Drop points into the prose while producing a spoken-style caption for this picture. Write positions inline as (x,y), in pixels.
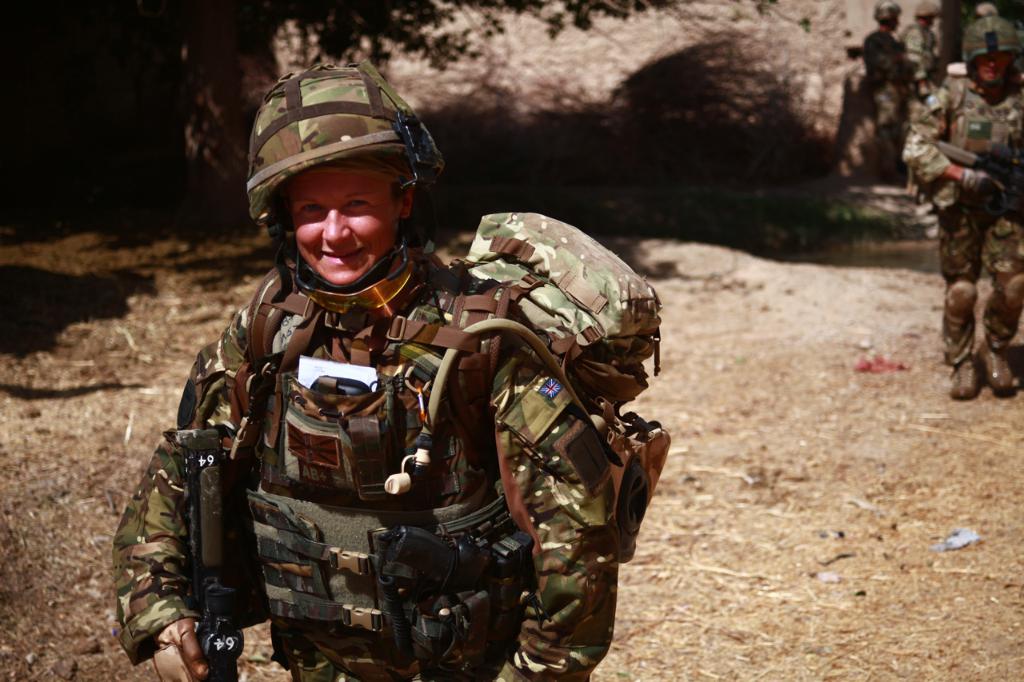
In this image there is a person (492,465) standing on the ground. The person (451,352) is smiling. The person (336,223) is holding a rifle (201,583) in the hand (187,638). To the right (982,51) there are a few people (923,96) standing on the ground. At the top (357,23) there are leaves (384,23) of a tree (425,14).
